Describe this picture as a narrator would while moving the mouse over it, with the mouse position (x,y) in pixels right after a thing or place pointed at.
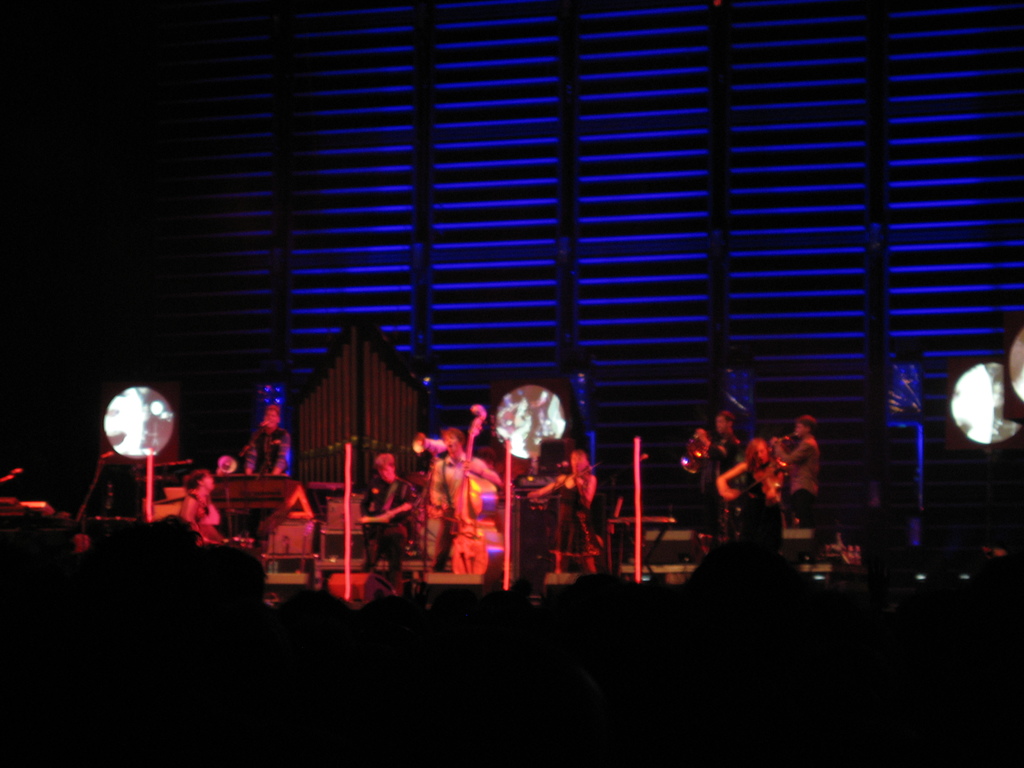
In this picture we can see a group of people (192,494) standing on the stage (329,502) and holding musical instruments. Behind the people (395,524), there are some objects (923,431) and a dark background (23,163).
